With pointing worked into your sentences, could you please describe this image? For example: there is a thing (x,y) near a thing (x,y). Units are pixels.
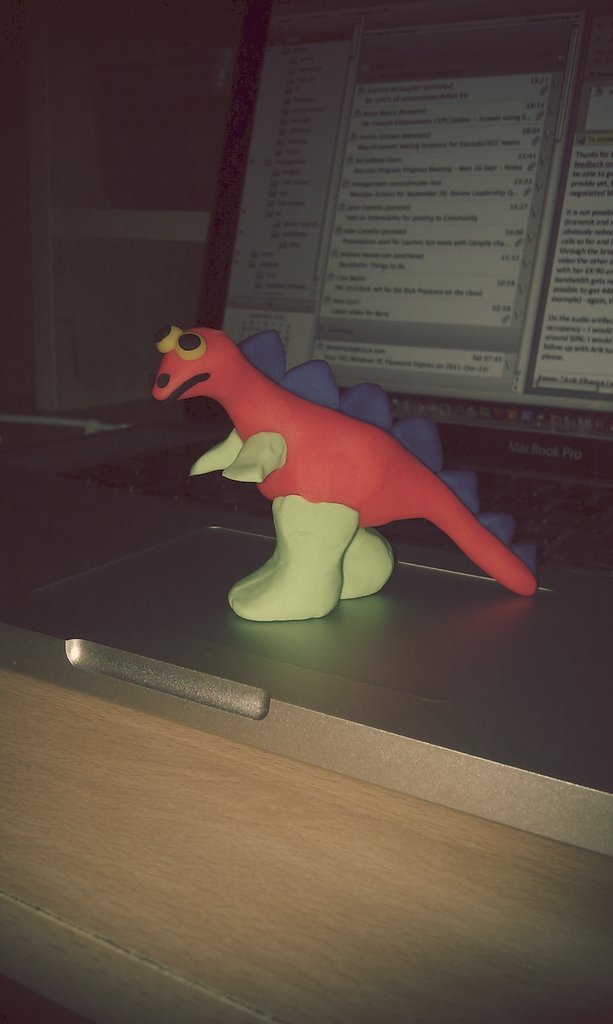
In this image in the center (289,385) there is a toy (270,407) and in the background (376,126) there is a computer (384,154) and box (157,145), at the bottom (195,802) there is desk (218,794).
